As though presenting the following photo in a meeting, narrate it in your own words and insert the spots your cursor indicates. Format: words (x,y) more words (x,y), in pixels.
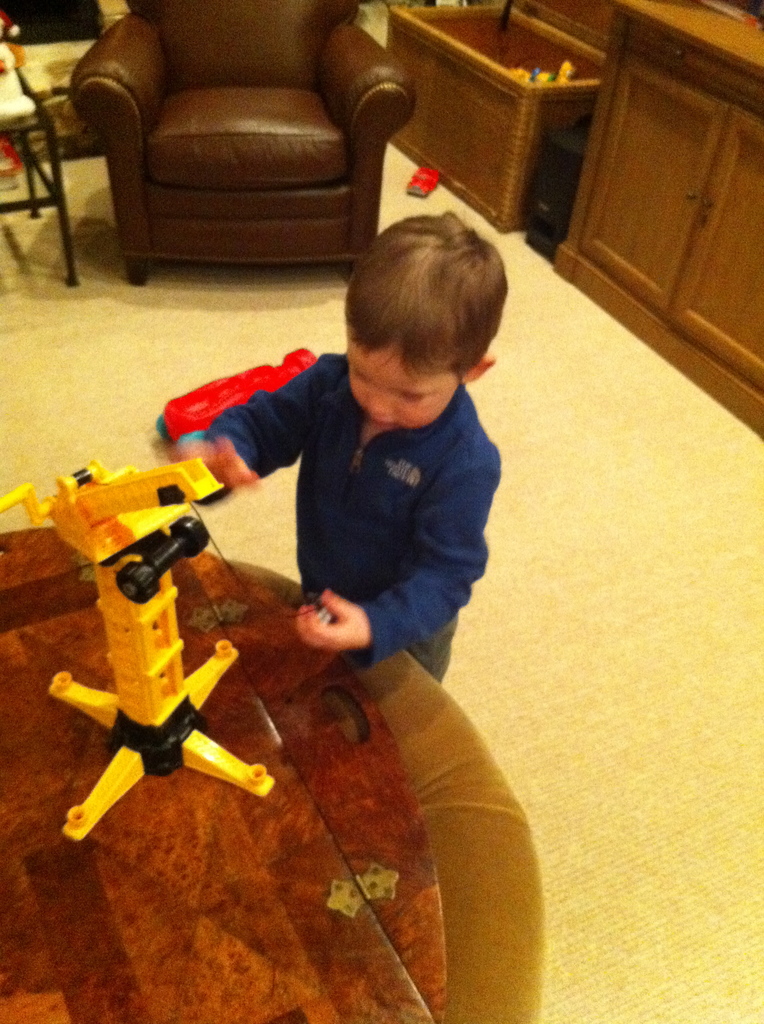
A boy (400,313) is playing with a toy (130,537) on a table (240,754).
